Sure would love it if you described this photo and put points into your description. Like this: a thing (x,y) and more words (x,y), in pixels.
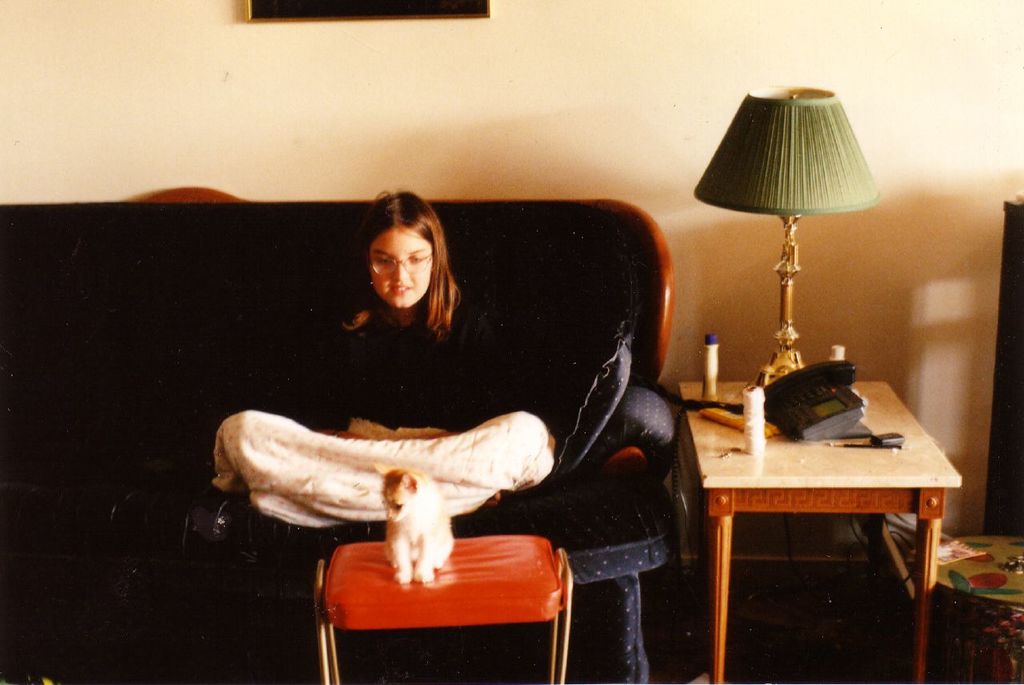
There is a woman (422,255) sitting on the sofa (495,289) and she has spectacles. Here we can see a cat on the stool (472,604). This is a table (836,508). On the table (852,488) there is a telephone (830,425), book (737,414), bottles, and a lamp (843,187). In the background (703,123) we can see wall (476,44).
